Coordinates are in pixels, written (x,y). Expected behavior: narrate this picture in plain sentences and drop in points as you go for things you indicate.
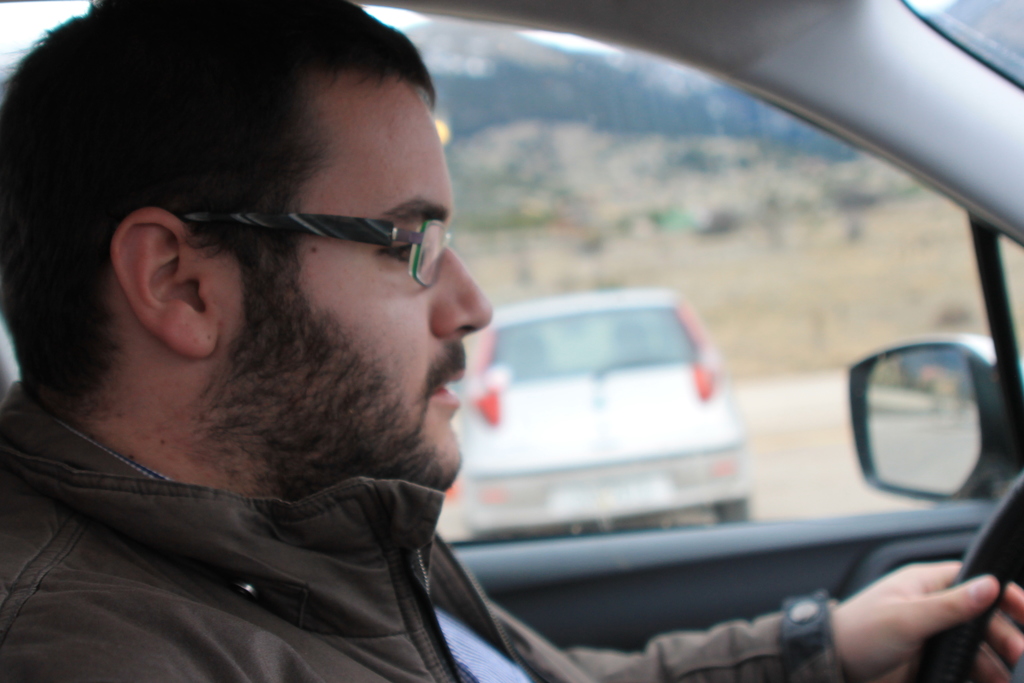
In the middle of the image (566,335) there is car (705,421). Behind the car (696,398) there is a hill (663,110). Left side of the image (208,106) there is a man (255,162) sitting in the car (1006,486) and driving. Bottom right side of the image (948,676) there is steering (937,640) of the car (959,470).
